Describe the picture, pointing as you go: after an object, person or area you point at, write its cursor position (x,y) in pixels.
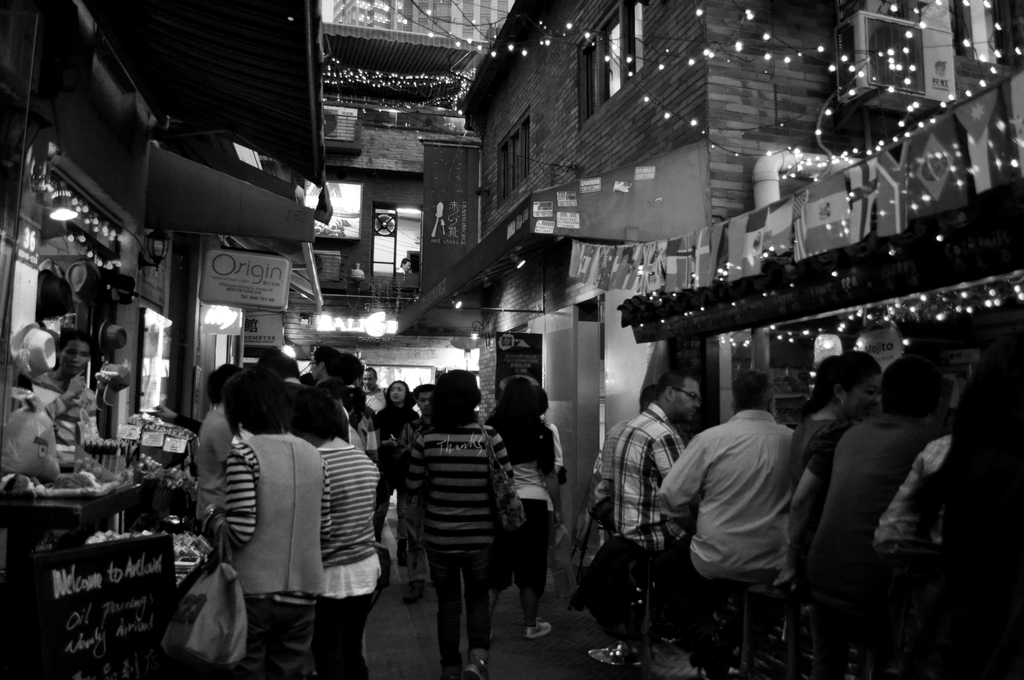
This is a black and white pic. We can see few persons (266,544) are sitting on the chairs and standing on road (388,515). In the background (925,4) we can see decorative lights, buildings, windows (418,258), pipe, AC's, hoardings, stores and objects (106,651).
